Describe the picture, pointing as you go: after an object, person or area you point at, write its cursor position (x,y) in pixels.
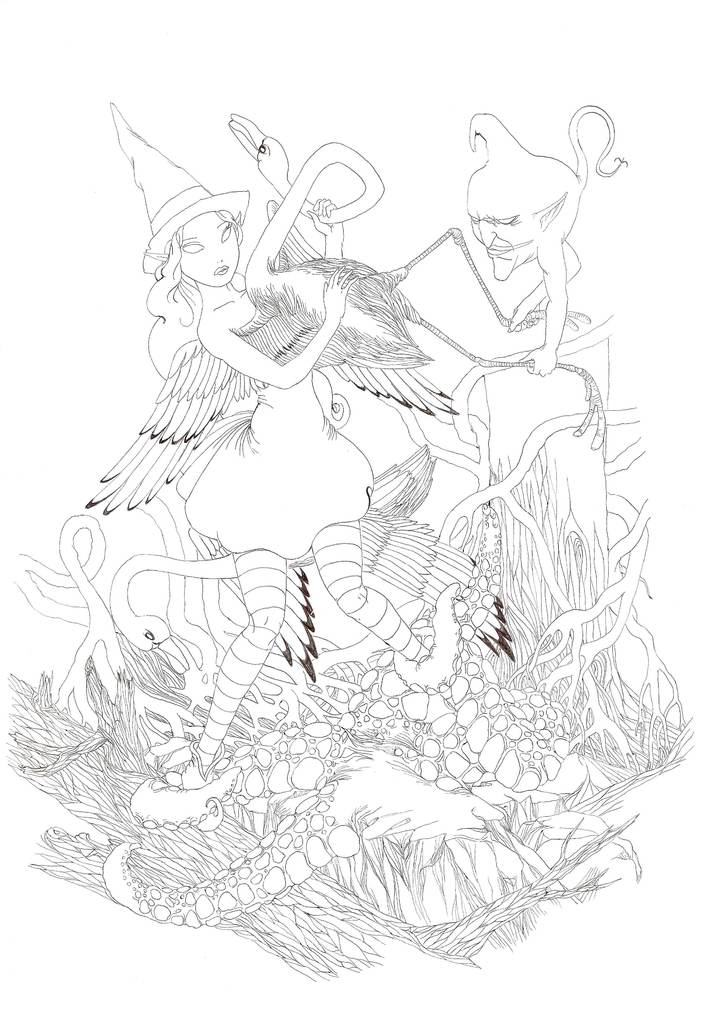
In this image we can see the drawing of a woman (246,330) holding the bird (304,265) in her hand (327,227). Here we can see another bird (413,565). Here we can see the trunk (600,531) and roots (637,623) of the tree (599,581). Here we can see the face (537,201) of the person (535,183) holding the legs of the bird (569,367).
